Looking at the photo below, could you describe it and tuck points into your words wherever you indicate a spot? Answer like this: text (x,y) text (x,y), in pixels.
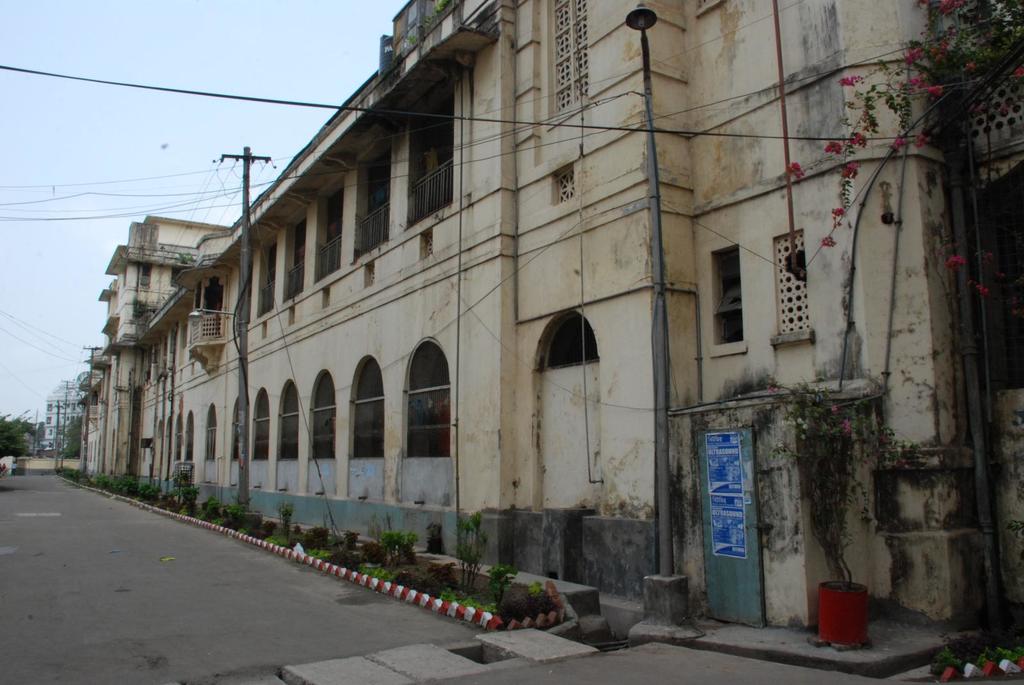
In this picture we can see few buildings (210,250), poles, cables (319,475) and plants (434,576), on the right side of the image (840,149) we can see flowers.
